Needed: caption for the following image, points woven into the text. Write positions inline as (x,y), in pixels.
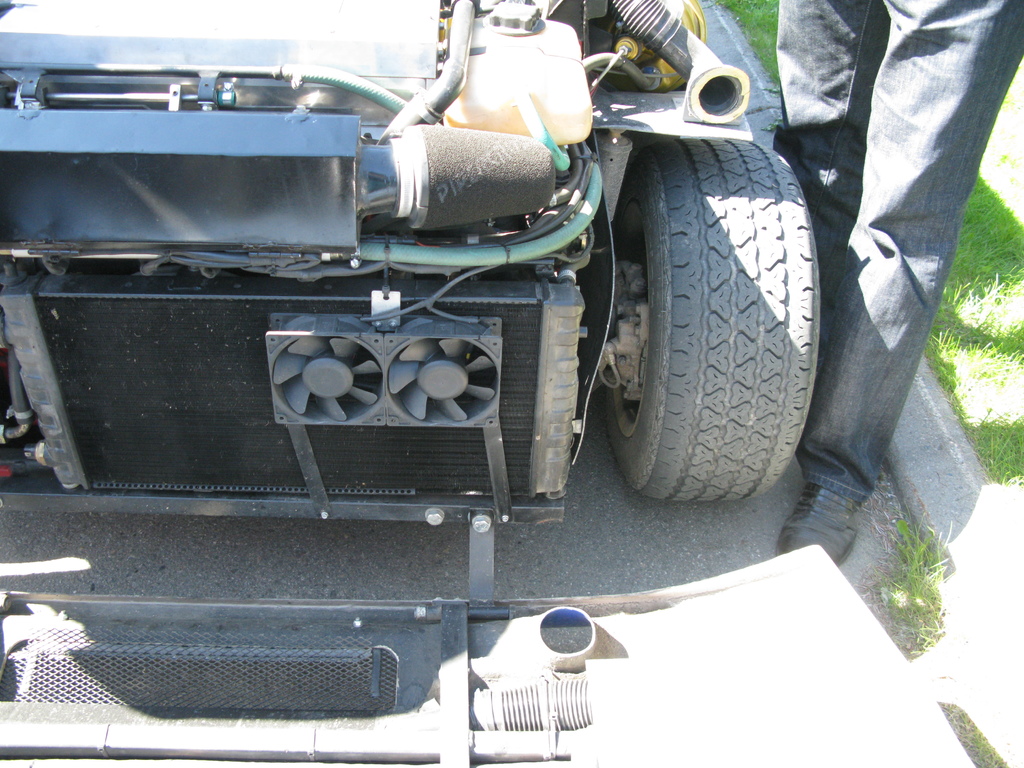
In this image we can see a vehicle (583,406), person's legs (827,113), grass (755,38) on the ground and a metal object (289,623) on the road (645,581).
